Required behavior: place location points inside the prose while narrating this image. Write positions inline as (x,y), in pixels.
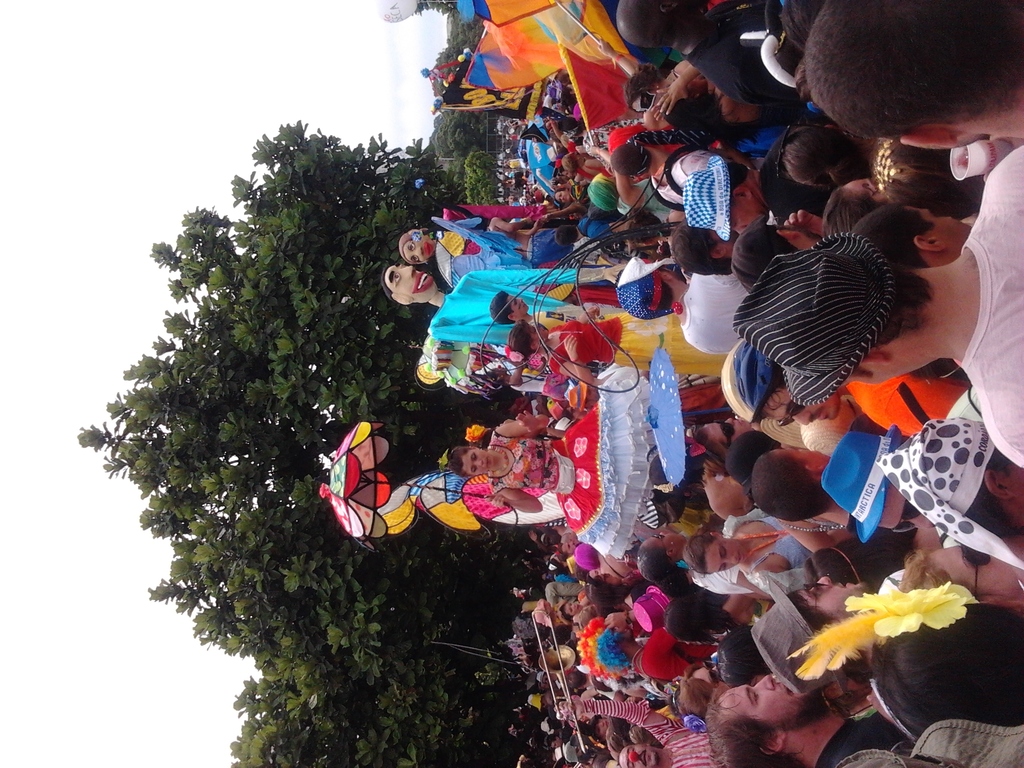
In this image we can see people (825,502) standing on the road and some are wearing costumes (488,232). In the background (294,386) there are trees (323,450) and sky (236,221).
